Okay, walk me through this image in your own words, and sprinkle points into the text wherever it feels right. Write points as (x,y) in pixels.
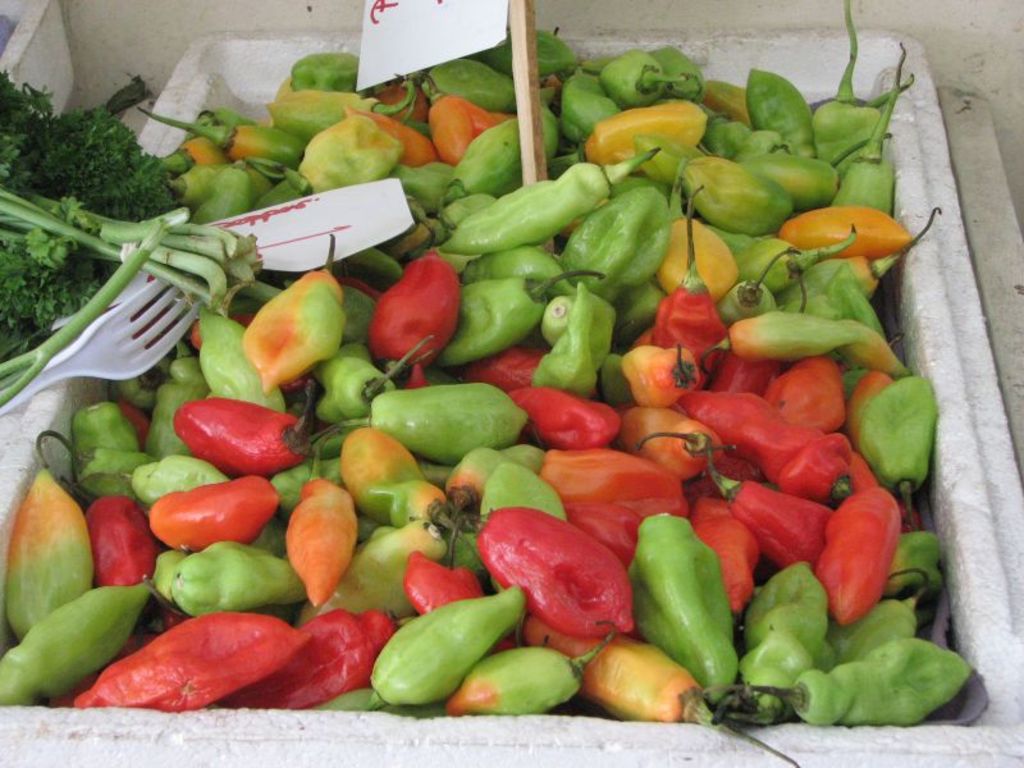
In this image we can see some chillies (272,409), coriander leaves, posters (410,52), fork (132,366) and a wooden pole (518,65) in the box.
